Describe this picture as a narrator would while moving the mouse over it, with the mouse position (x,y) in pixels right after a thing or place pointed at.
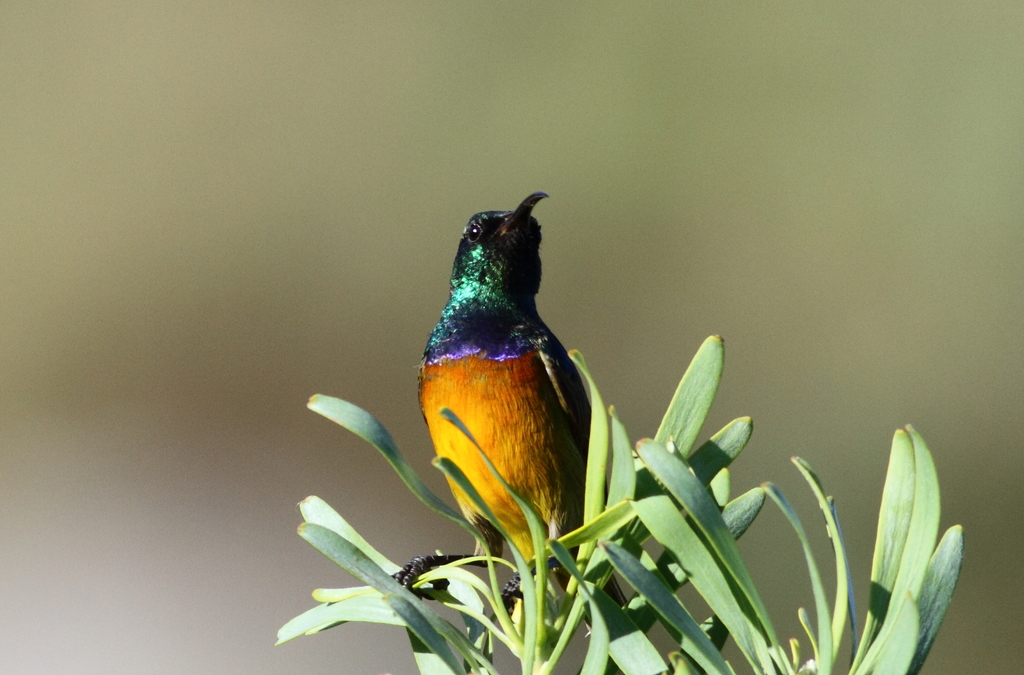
In this image I can see a bird (478,393) which is yellow, orange, violet, green and black in color on a plant (595,503) which is green in color. I can see the blurry background (242,420).
